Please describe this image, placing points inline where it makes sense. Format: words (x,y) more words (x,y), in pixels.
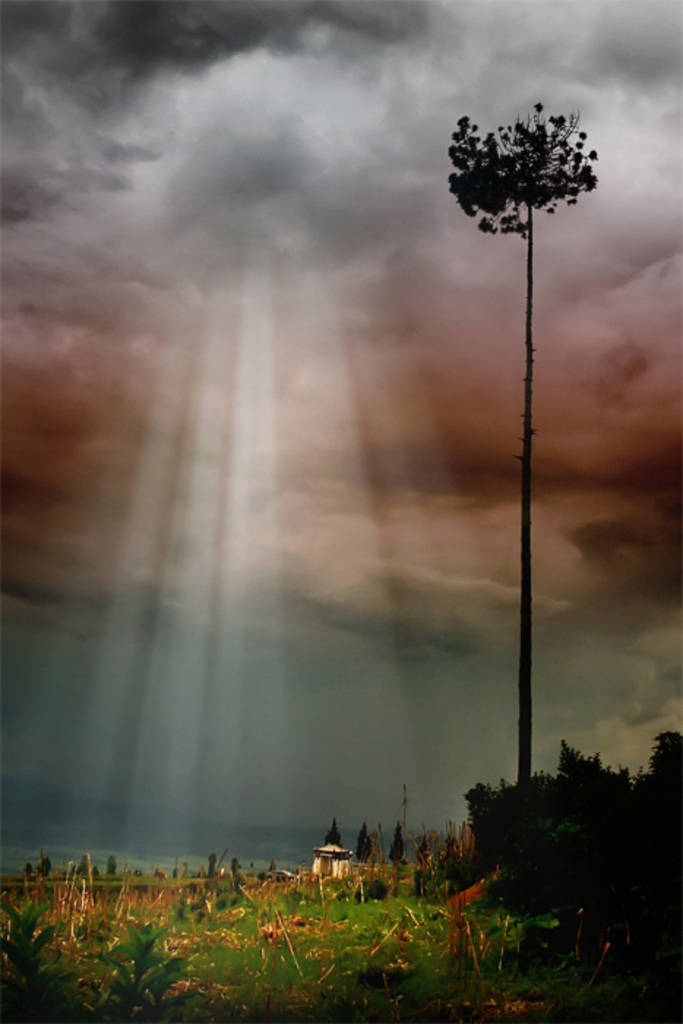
In this picture i can see trees (530,421), plants (556,814), grass (342,954) and sky (264,571).
